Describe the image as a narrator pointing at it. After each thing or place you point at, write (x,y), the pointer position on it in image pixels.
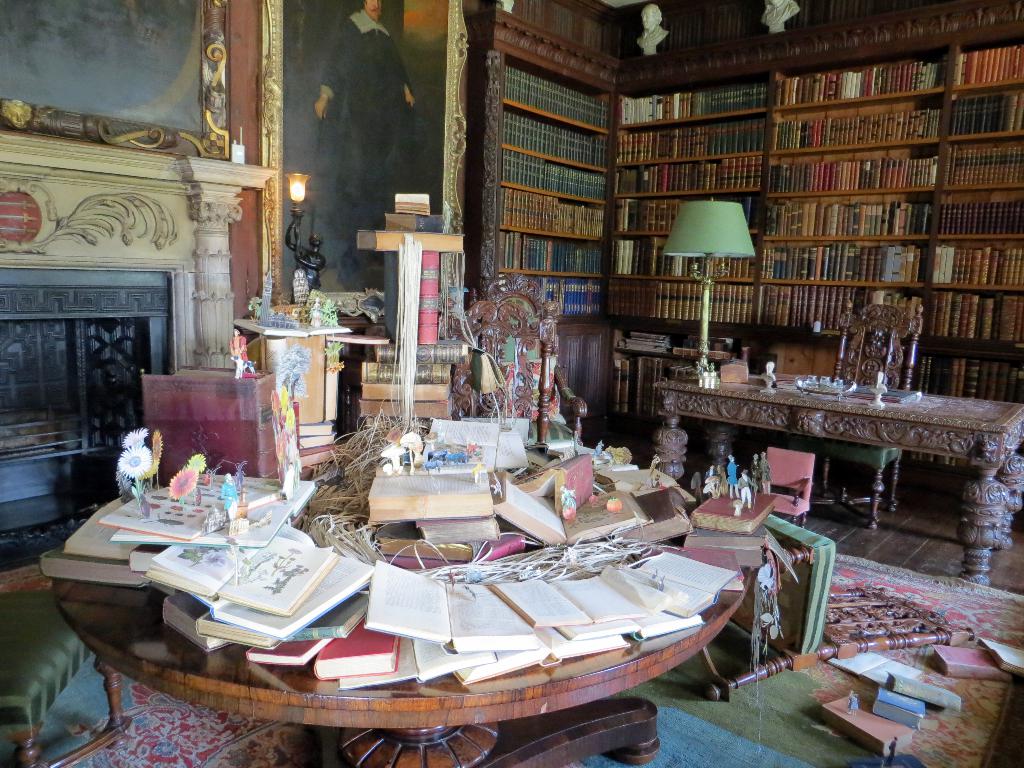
This picture might be taken in a library (607,386). In this picture there are many books (639,157). In the foreground (299,593) there is a table (533,720), on the table (673,656) there are many books (597,628). On the right (904,424) there is a table (818,419) and a chair (788,608), on the table (836,412) there are books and a lamp (700,362). In the center (370,304) background (345,59) there is a frame (274,227). On the left (63,390) there is a fireplace (35,395) and a frame (159,130).
